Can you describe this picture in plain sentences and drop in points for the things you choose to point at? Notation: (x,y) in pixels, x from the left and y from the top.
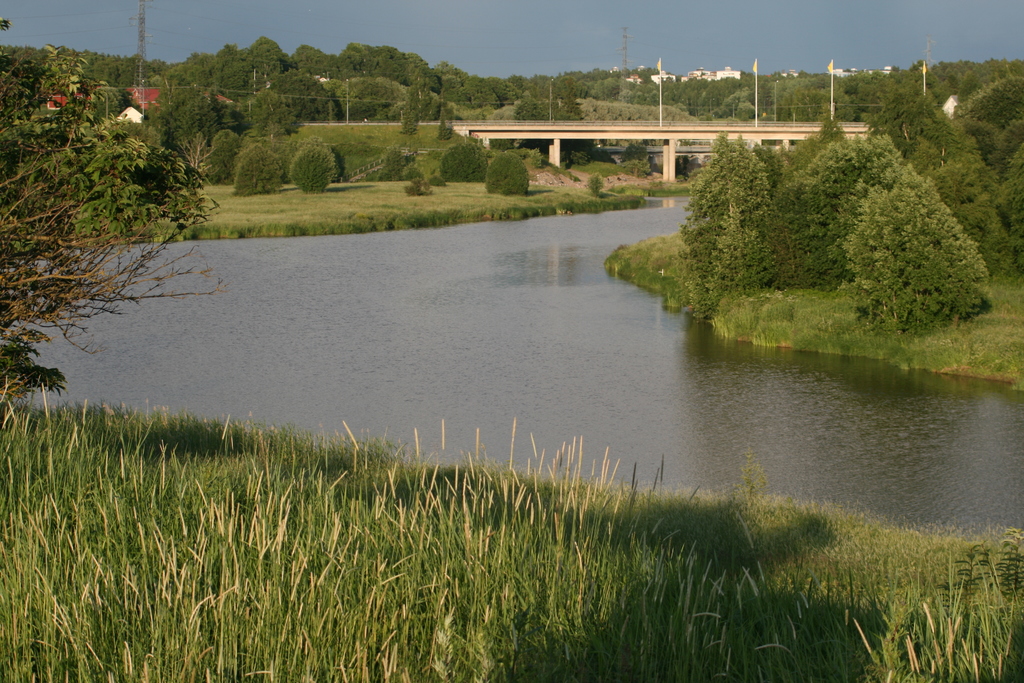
As we can see in the image there is grass (426,510), trees (207,56), bridge (649,139), flags (660,78) and in the background (711,77) there are buildings (736,77). On the top (465,15) there is sky (410,12).
